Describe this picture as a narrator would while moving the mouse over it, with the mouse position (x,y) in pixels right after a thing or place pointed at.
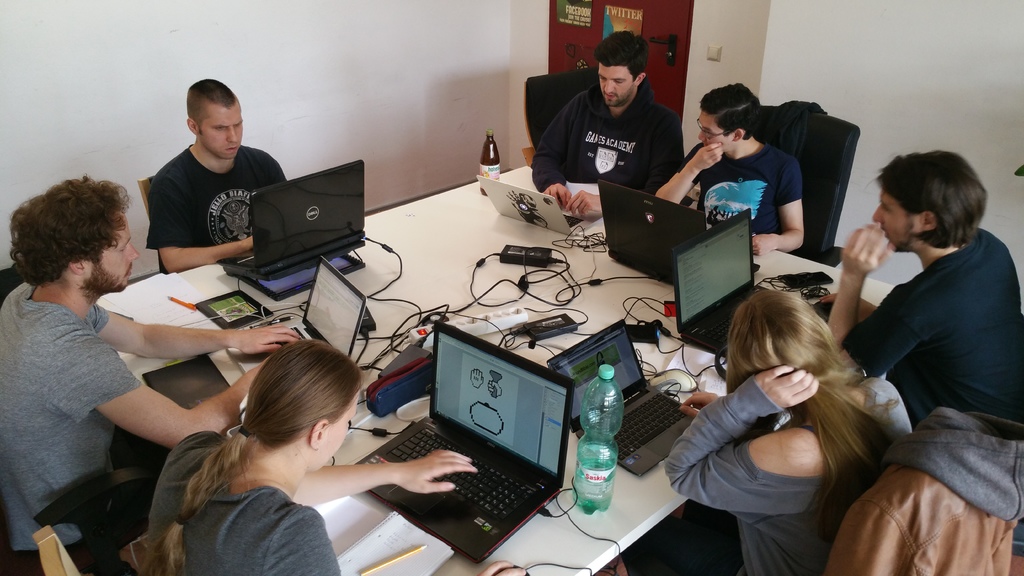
In this picture we can see a group of people (52,338) sitting on chairs (101,476) and on the chairs (810,153) there are jackets (802,125). In front of the people (677,521) there is a table (585,515) and on the table (444,245) there are laptops (516,202), bottles (610,416), power adapters (549,331), cables (468,317), books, pens (186,305) and some objects (160,292). Behind the people (556,162) there is a wall (450,34) with a door (673,24).
